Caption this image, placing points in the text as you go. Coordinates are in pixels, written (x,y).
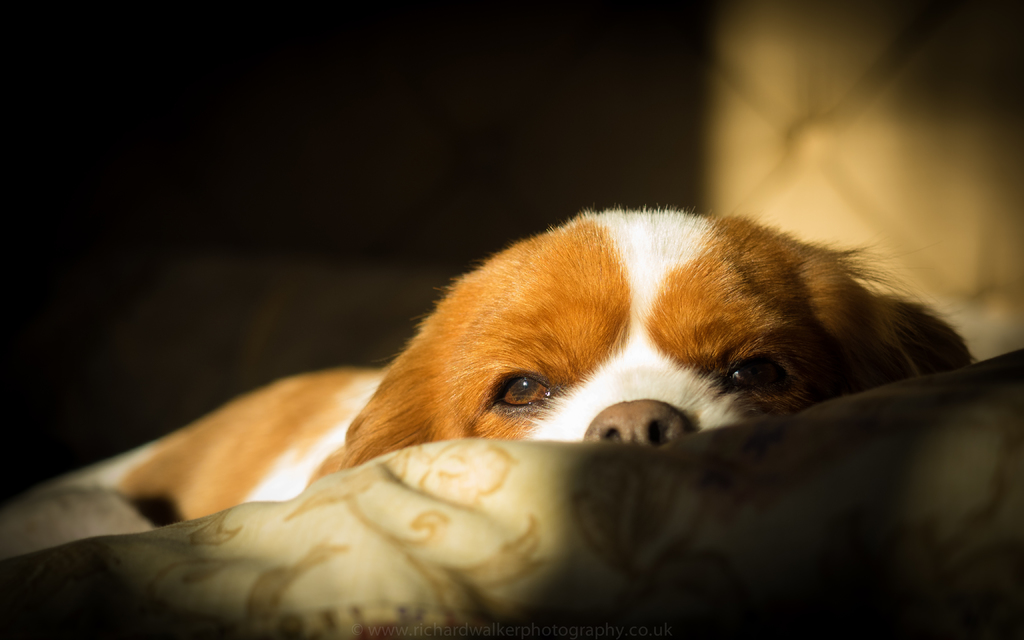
In this image we can see a dog (599,433) on the cloth (648,449), and the background (426,189) is blurred.
